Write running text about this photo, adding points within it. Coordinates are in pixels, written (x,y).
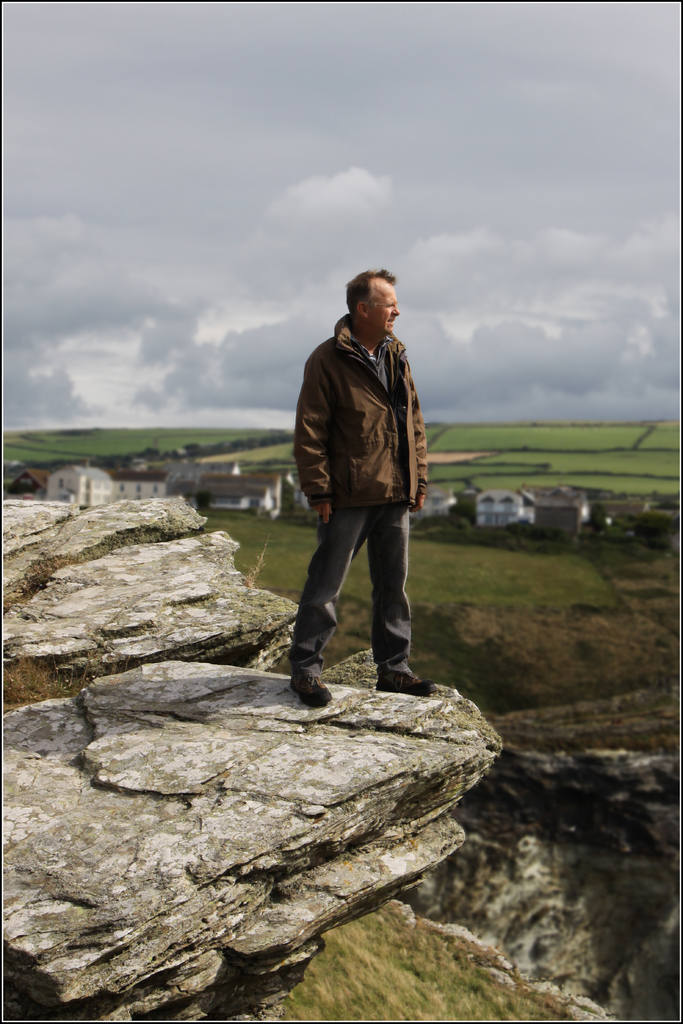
There is a person (344,493) wearing jacket (319,464) is standing on a rock (209,726). In the back (469,483) there is a tree (111,458). Also there is sky (288,195) with clouds (277,195). And there are buildings (534,515) in the background (549,503).
